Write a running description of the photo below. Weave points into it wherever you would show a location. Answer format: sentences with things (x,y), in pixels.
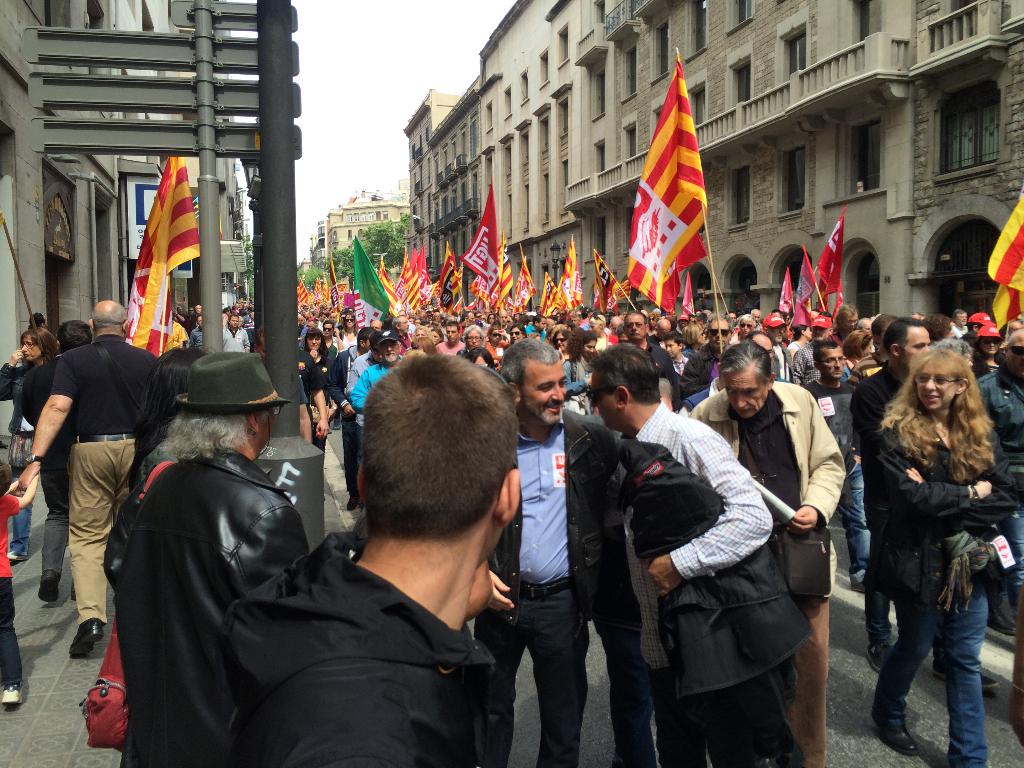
In this image, at the left side (59,729) there is a path (53,738), there is a black color pole (292,488), at the right side (861,584) there are some people (918,599) walking and they are holding some flags (667,260), there are some buildings (539,114), at the top (437,38) there is a sky (387,54).
